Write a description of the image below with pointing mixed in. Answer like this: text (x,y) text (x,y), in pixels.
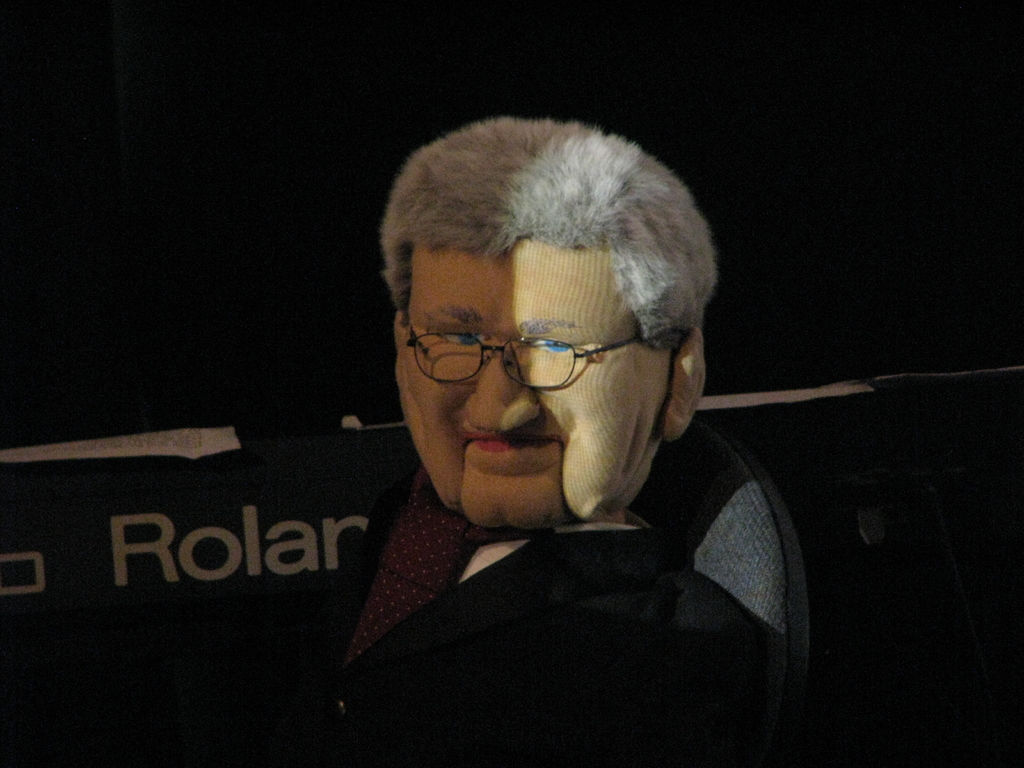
There is a person (649,537) with mask (649,203) sitting on a chair (759,587). In the background (289,448), there is a hoarding (1011,430). And the background (908,124) is dark in color.
